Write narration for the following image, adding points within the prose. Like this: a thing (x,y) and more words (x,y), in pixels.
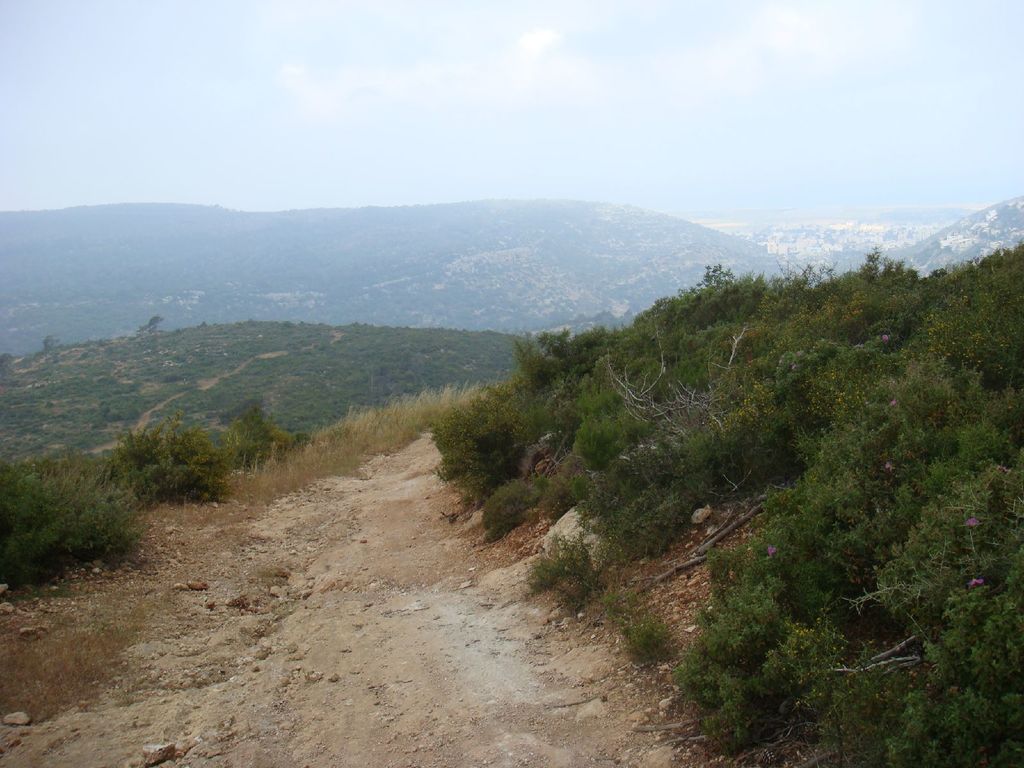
In this image we can see some plants (722,559), grass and the trees (599,419). On the backside (477,258) we can see the hills (406,305) and the sky (257,150) which looks cloudy.
